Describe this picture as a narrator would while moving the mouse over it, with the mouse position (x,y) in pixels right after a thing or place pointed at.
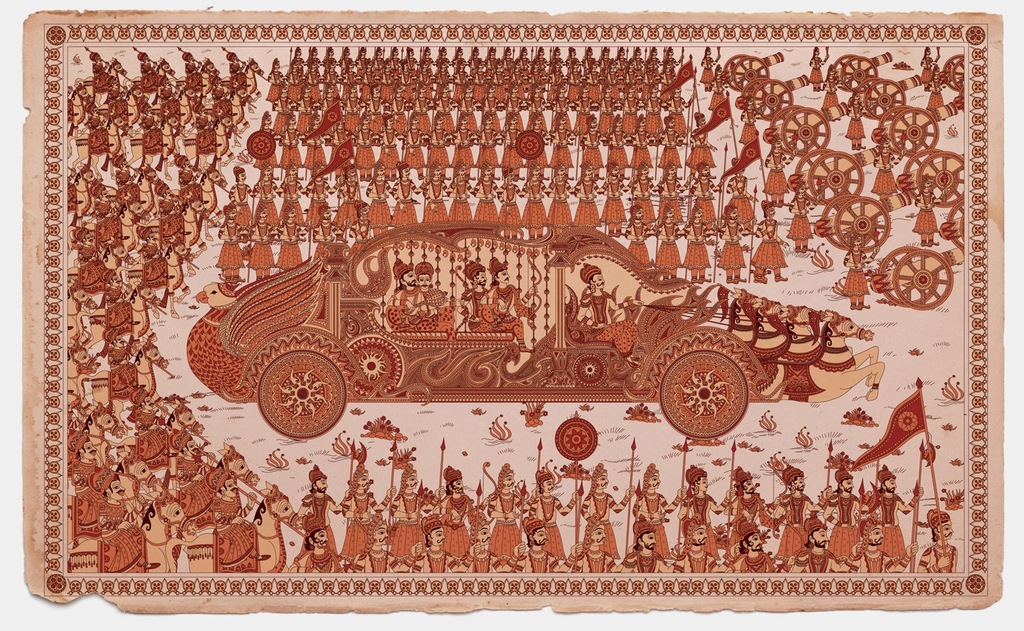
In this image we can see a poster (475,302), on the poster (385,464) we can see a few people (509,489) holding the arrows (521,492), there are some animals (267,501), flags (317,129), vehicle (595,379) and some other objects (829,158).
